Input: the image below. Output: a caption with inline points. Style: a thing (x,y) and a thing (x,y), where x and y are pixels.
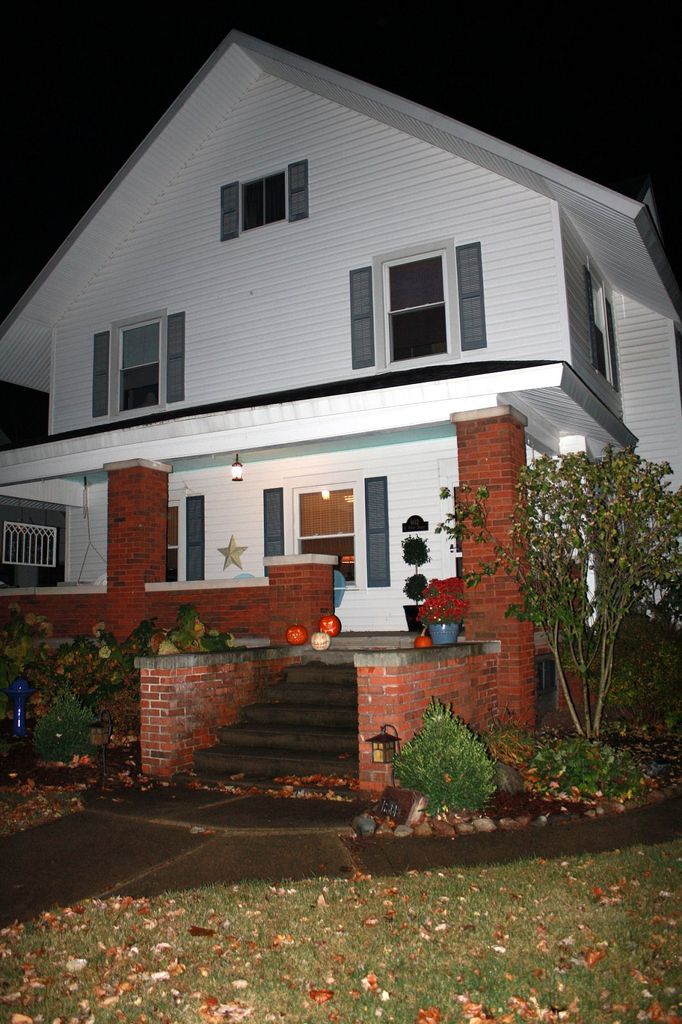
In this picture we can see building (470,368) with glass windows (392,345) and a lamp (240,465) attached to the roof (327,444), pillars (496,525) and some decorative items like stars (226,563) and in front of the house (264,575) we can see steps (300,770), grass (372,903) full of leaves (116,990) and a path (108,854) and pumpkin (321,639) over the steps (342,657) and a flower pot (446,632).
